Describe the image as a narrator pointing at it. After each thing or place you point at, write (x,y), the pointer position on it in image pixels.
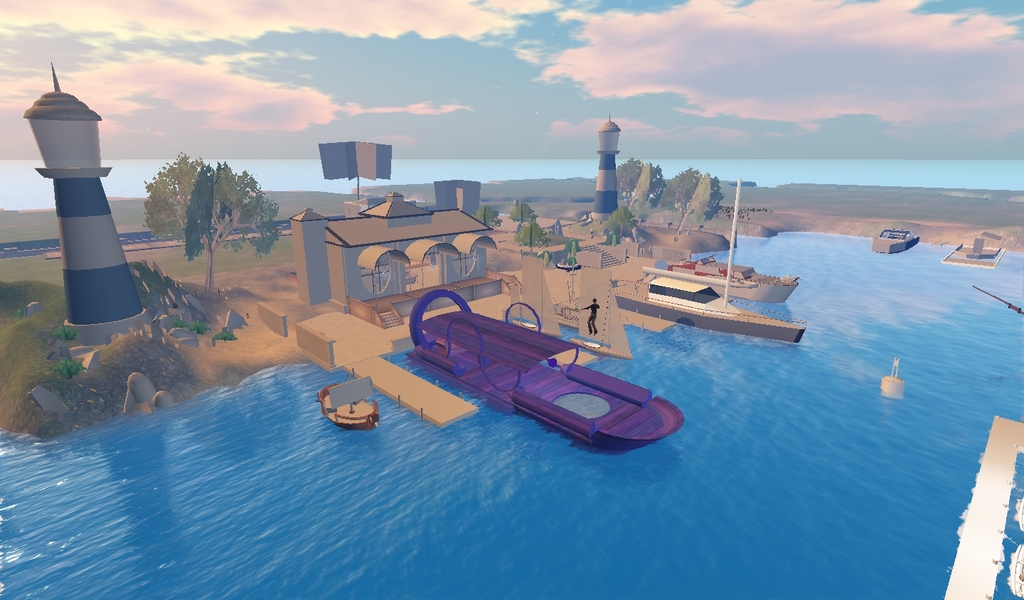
Here we can see a graphical image, in this we can find few boats (545,390) on the water (677,397), in the background (355,309) we can see few trees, towers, a building (360,294) and clouds (818,130).
